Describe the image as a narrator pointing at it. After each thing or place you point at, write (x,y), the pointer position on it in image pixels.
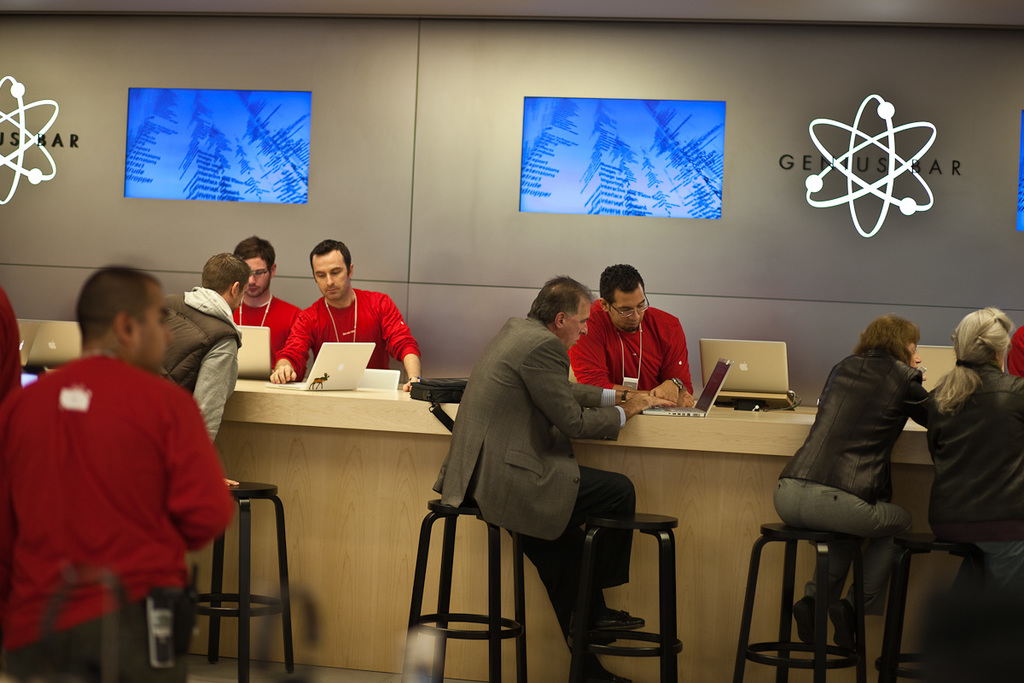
In this image i can see a group of person (458,429) sitting on the chair (487,624) and there is table (288,413) and back side of the table (294,395) there are the persons (324,300) standing and i can see a wall (414,163) back side of the person (394,336) and i can see a design (847,187), and there is a some text (801,163) written on the wall (758,202).
